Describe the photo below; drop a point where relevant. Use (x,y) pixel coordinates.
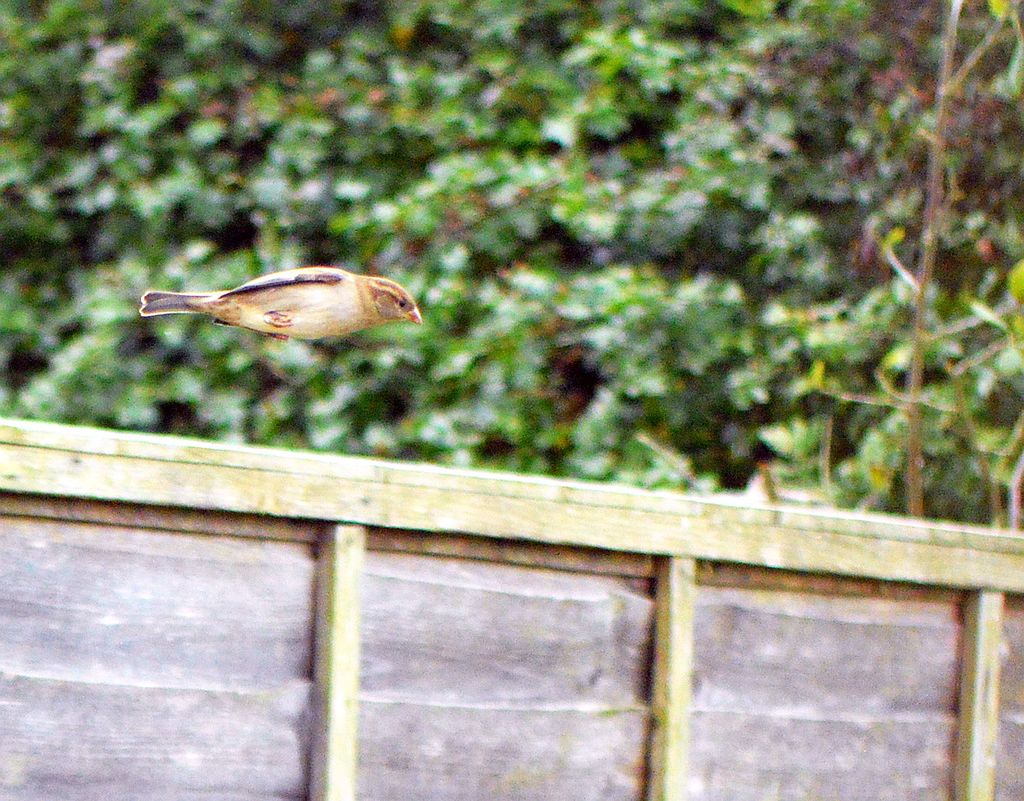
In this image we can see a bird (315,296) is flying. In the background (544,147), we can see greenery (614,382). At the bottom of the image (566,658), we can see a boundary wall (423,542).
